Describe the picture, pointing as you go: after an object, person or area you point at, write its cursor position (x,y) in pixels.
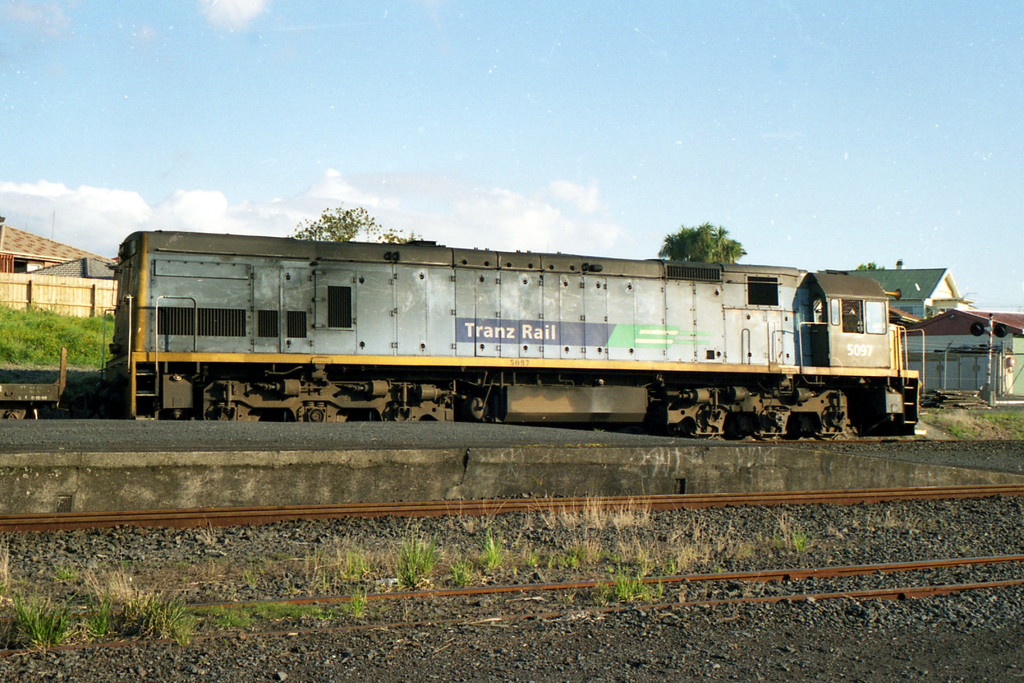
In this image I see the train engine (448,301) and I see 2 words (483,324) written over here and I see the platform (287,438) over here and I see the ground (377,533) on which there is grass (488,540), tracks (918,566), stones (962,554) and in the background (927,320) I see the buildings (953,285), green grass (91,339), fencing (21,289), trees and the clear sky (465,101).
